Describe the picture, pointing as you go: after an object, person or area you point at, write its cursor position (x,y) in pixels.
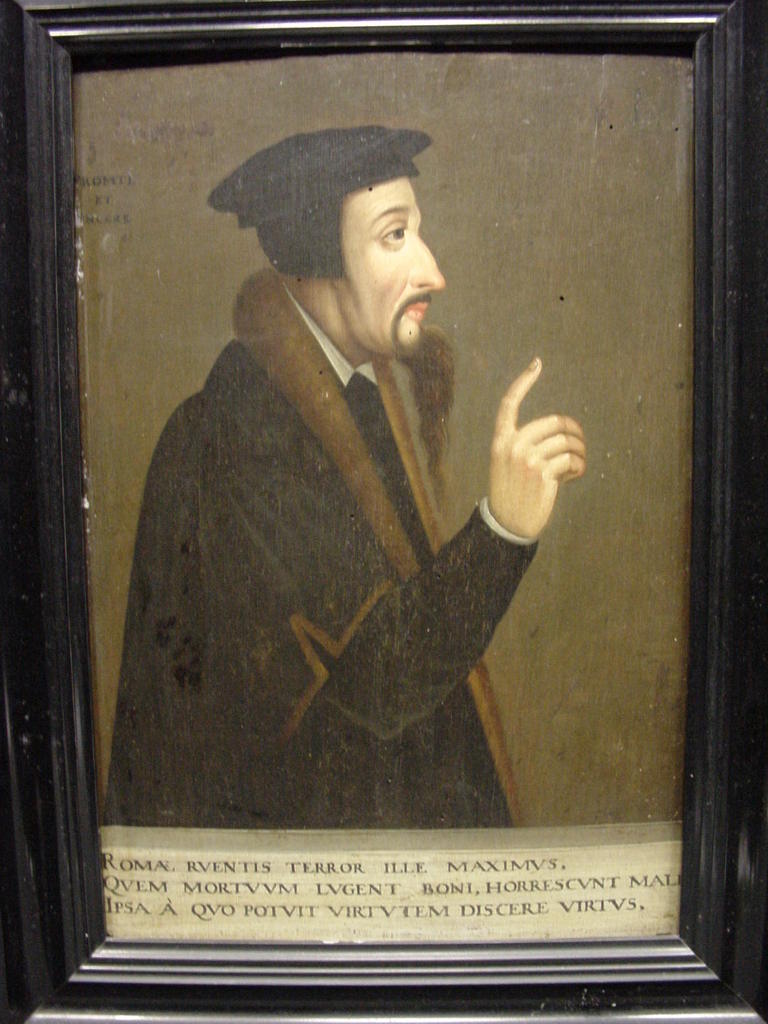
In this image I can see the black colored photo frame (24,815) and a photograph (371,436) of a person (282,591) wearing brown and black colored dress (262,442). I can see something is written at the bottom of the image (294,890).
